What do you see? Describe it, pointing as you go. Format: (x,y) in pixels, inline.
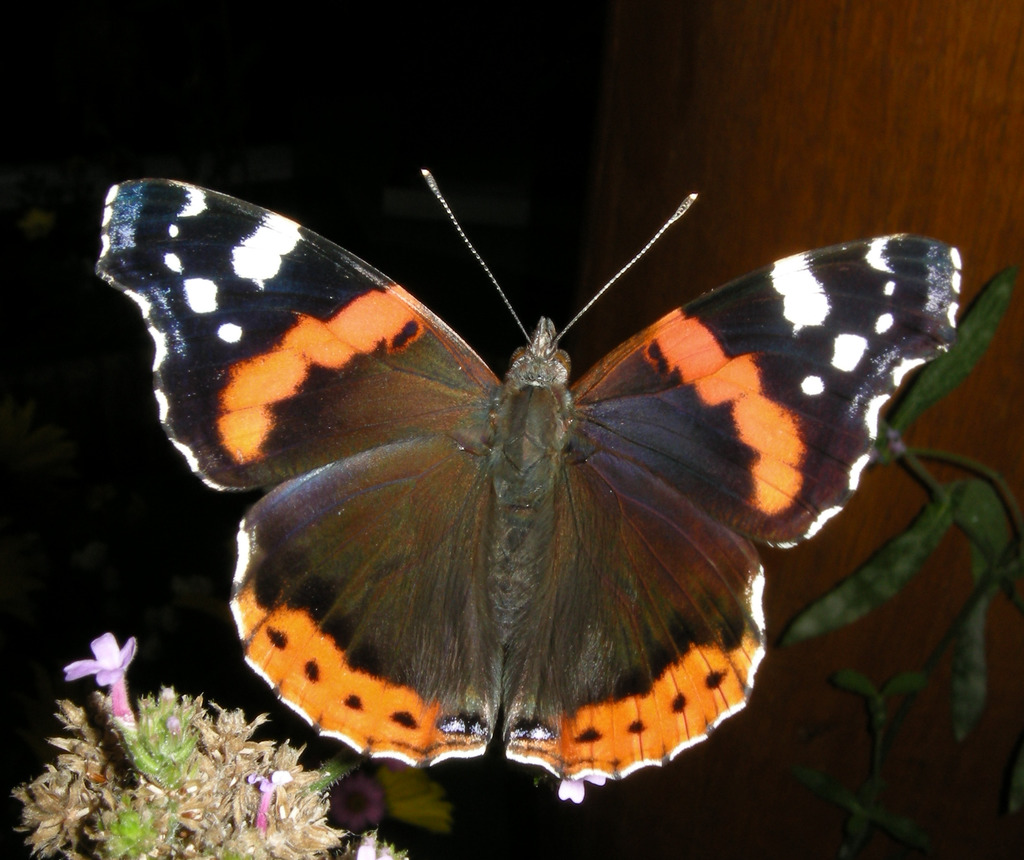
In this image there is a butterfly (481,540) on the plant (893,559) having leaves (883,563). Left bottom there is a plant (269,752) having flowers (198,771). Right side (946,167) there is a wooden trunk (958,211).
